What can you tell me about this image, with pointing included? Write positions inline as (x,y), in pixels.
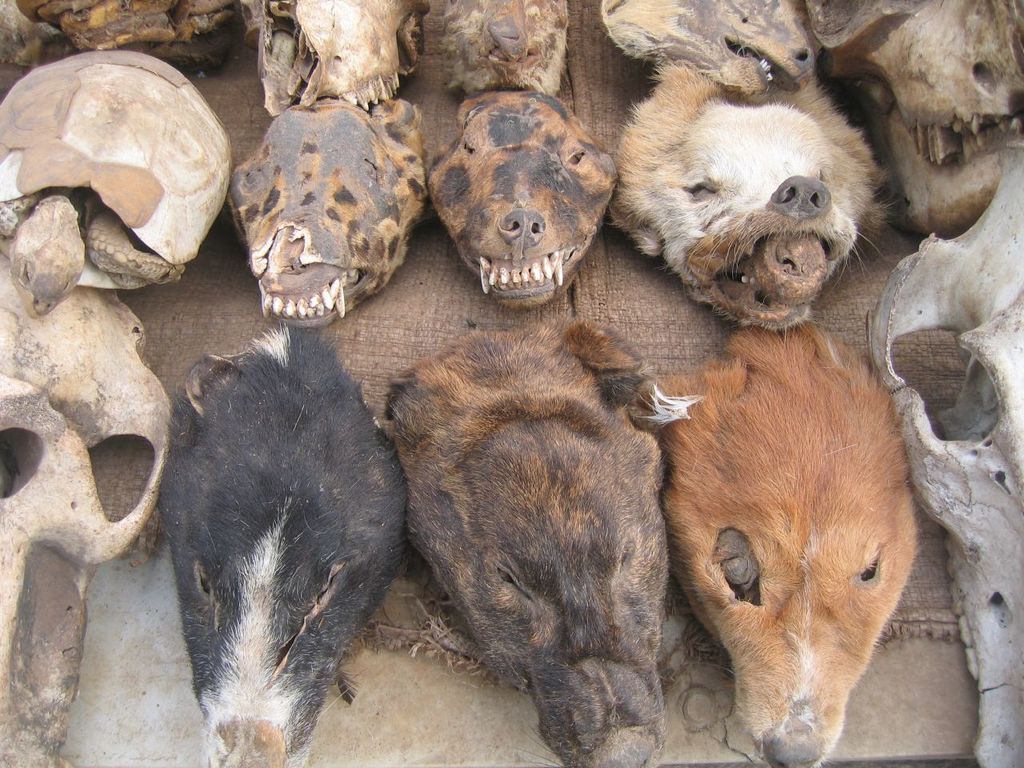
In this image there are different types of animals heads (307,307) are visible, and at the bottom (424,708) there is walkway (443,702).
